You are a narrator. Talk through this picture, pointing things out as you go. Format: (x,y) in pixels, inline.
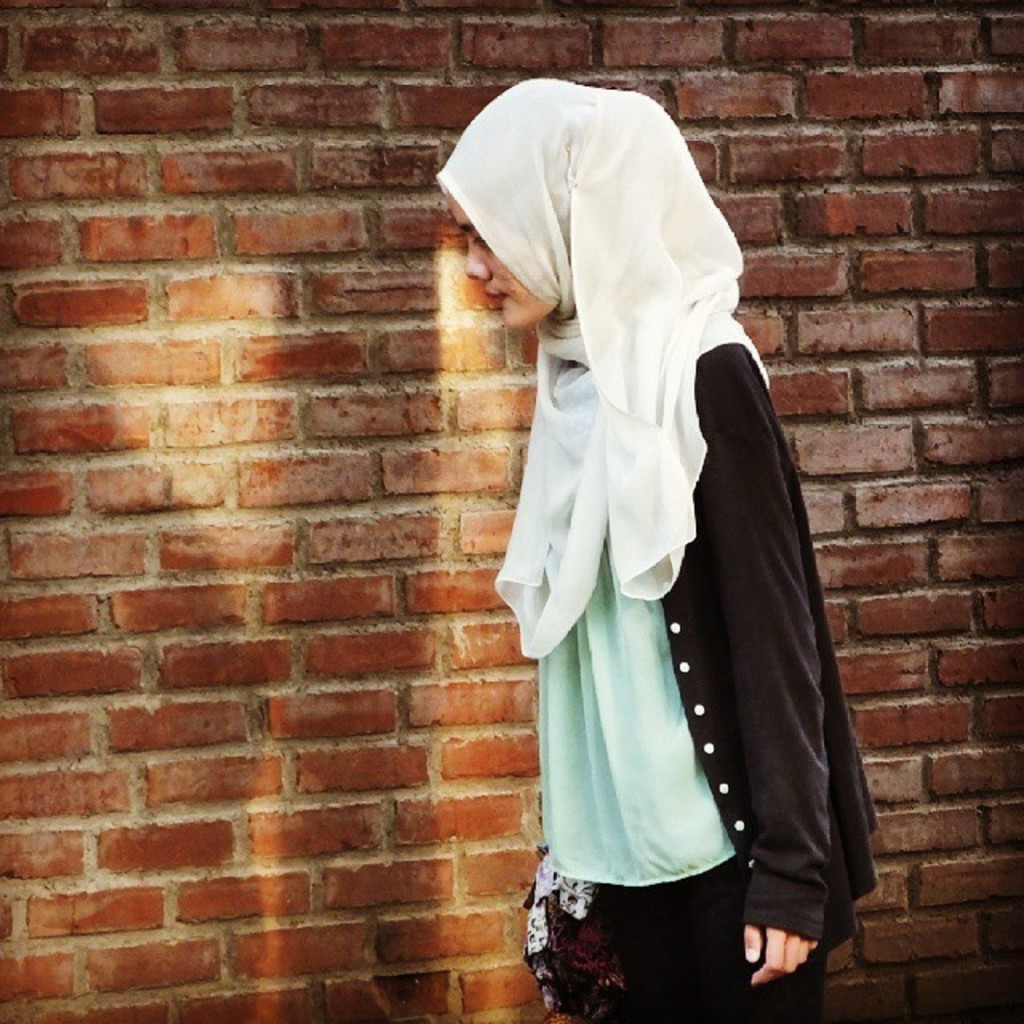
In the foreground of the picture (658,415) there is a woman (696,612) walking. In the background (213,189) there is a brick wall (436,446).
